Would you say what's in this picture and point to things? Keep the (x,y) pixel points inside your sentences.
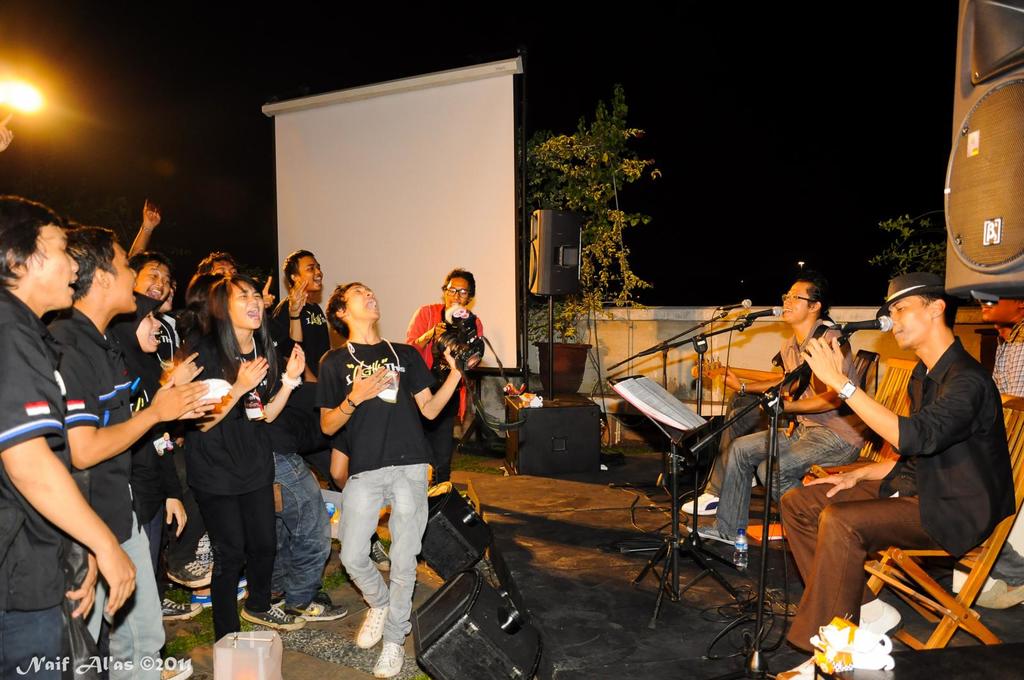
In this image we can see a group of persons (375,480). Beside the persons (323,330) we can see the speakers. On the right side (952,434), we can see two persons (921,403) sitting on chairs (897,388) and they are singing. In front of them, we can see the mics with stands (773,428) and a book (667,399) with stand (677,514). In the top right (961,75), we can see a speaker (959,281). Behind the persons (298,343) we can see a wall (636,320), trees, plant (569,350) and a projector screen (495,320). In the top left (23,98), we can see a light (10,107). In the background (174,121) the image is dark.
